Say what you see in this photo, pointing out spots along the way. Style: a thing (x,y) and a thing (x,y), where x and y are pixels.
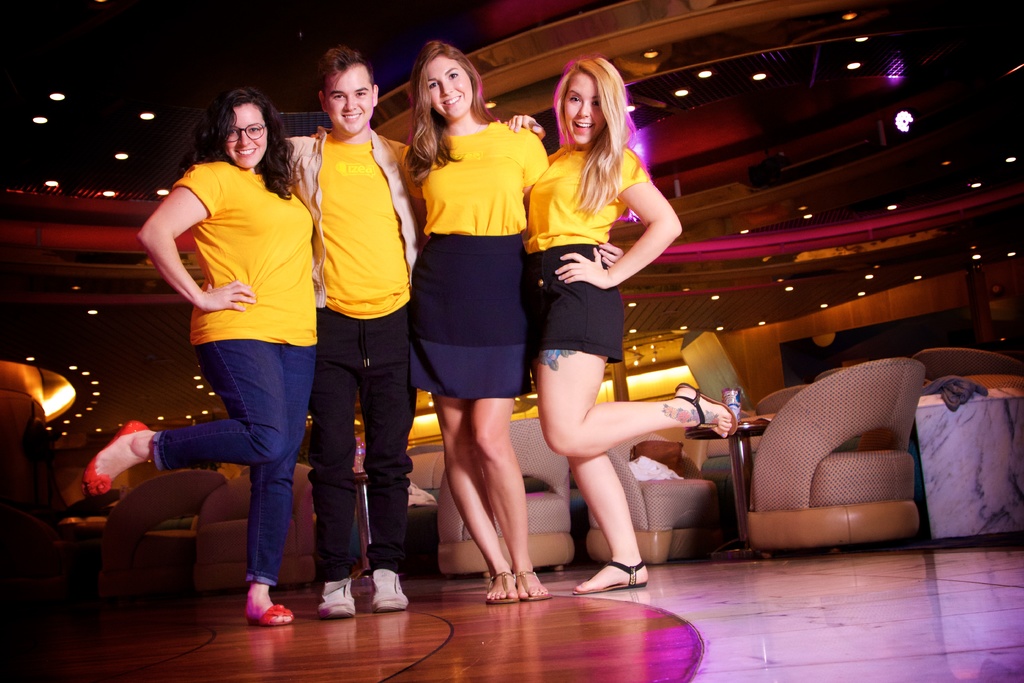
In this picture we can see four persons (358,339) standing here, they wore yellow color t-shirts (260,234), we can see some chairs (771,492) in the background (757,508), there are some lights (761,75) at the top of the picture (633,220).
